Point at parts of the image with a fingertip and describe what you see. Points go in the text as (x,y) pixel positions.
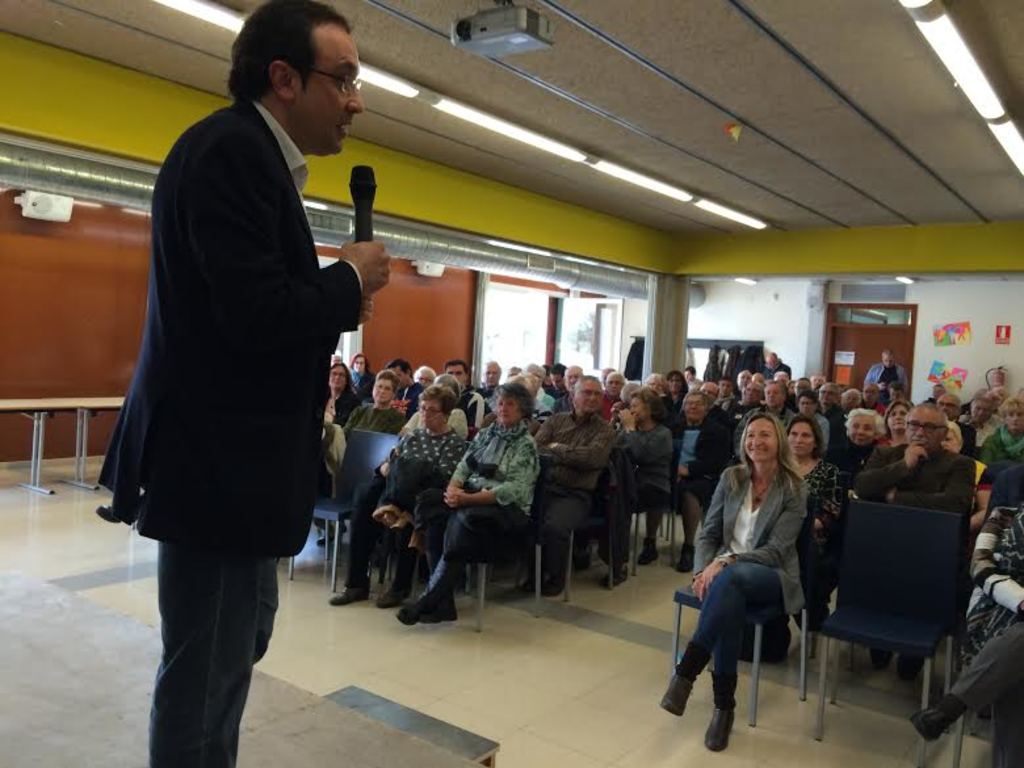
The image is clicked inside a auditorium (578,298). Where many people (440,477) are sitting in their chairs (914,544) and listening to the man (170,408) and standing in front of them and talking. To the left (87,263) there is a wall (59,241) on which there is a speaker (40,211) attached. At the top (598,85) there is a roof (574,66) to which a projector (536,24) is attached. At the bottom (486,716) there is a floor (409,704) on which a dais (380,737) is arranged.
